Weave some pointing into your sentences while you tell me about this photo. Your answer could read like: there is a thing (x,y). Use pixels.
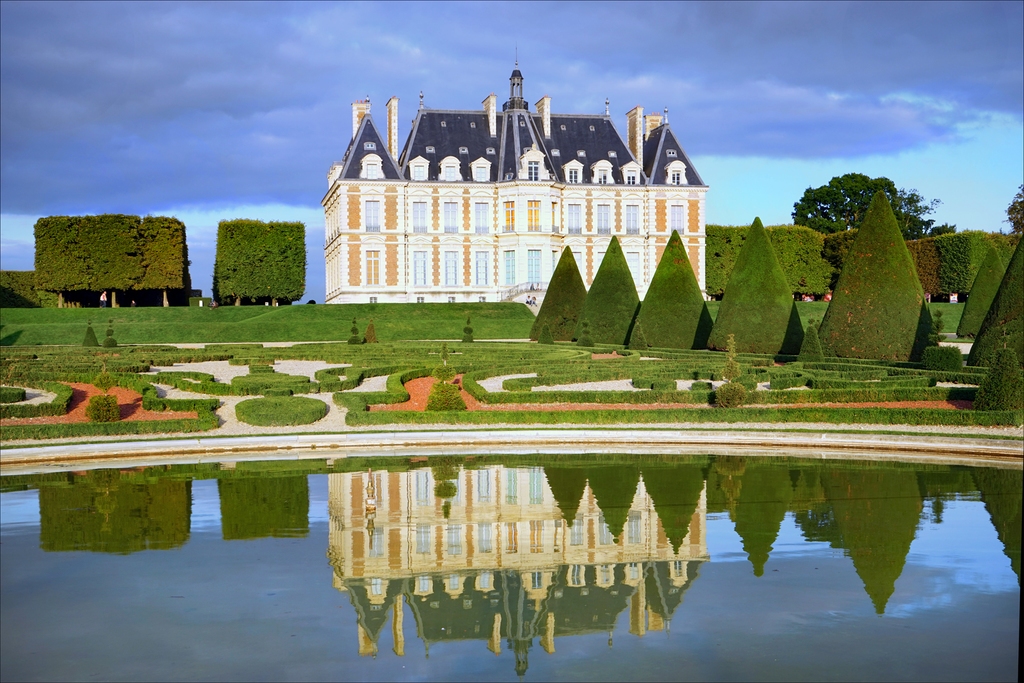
In this image in the front (548,520) there is water (548,520). In the background (29,282) there are plants (897,329), trees (674,253) and there is a castle (455,192) and the sky (142,150) is cloudy and there's grass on the ground (372,378).
